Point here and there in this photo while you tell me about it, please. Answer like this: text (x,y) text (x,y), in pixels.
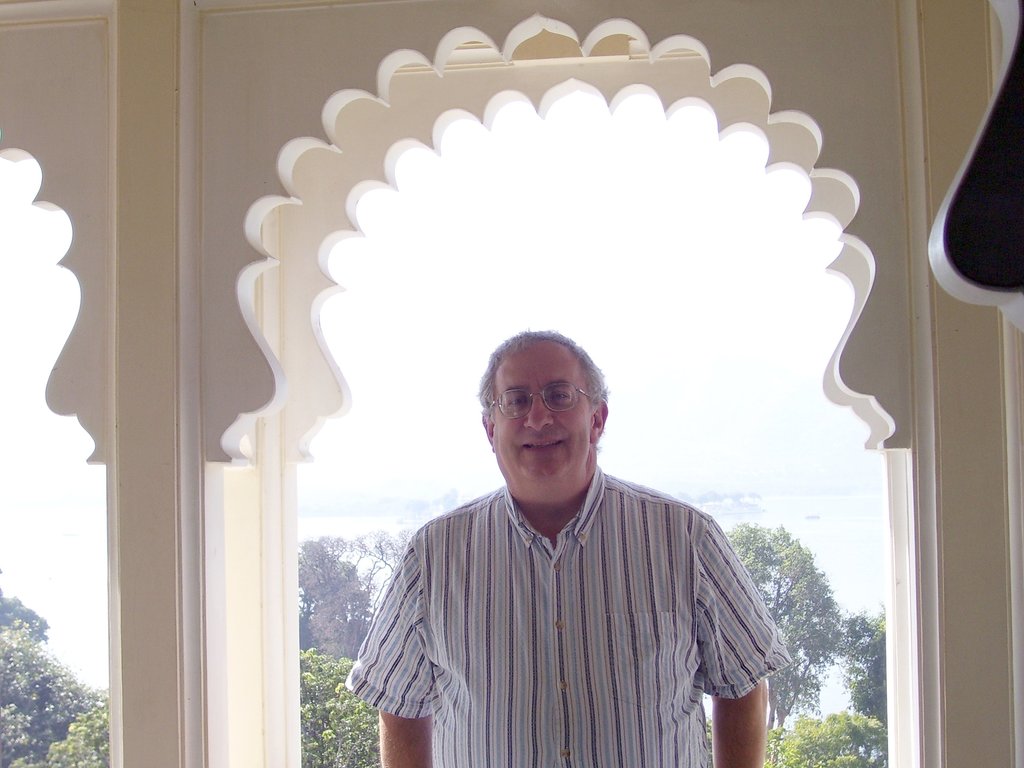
The picture is taken in a building (915,79). In the foreground of the picture (548,703) there is a man (626,566) standing, he is smiling. Behind him there is wall (351,35). In the center of the picture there are trees (321,609) and water (842,533). It is sunny.
